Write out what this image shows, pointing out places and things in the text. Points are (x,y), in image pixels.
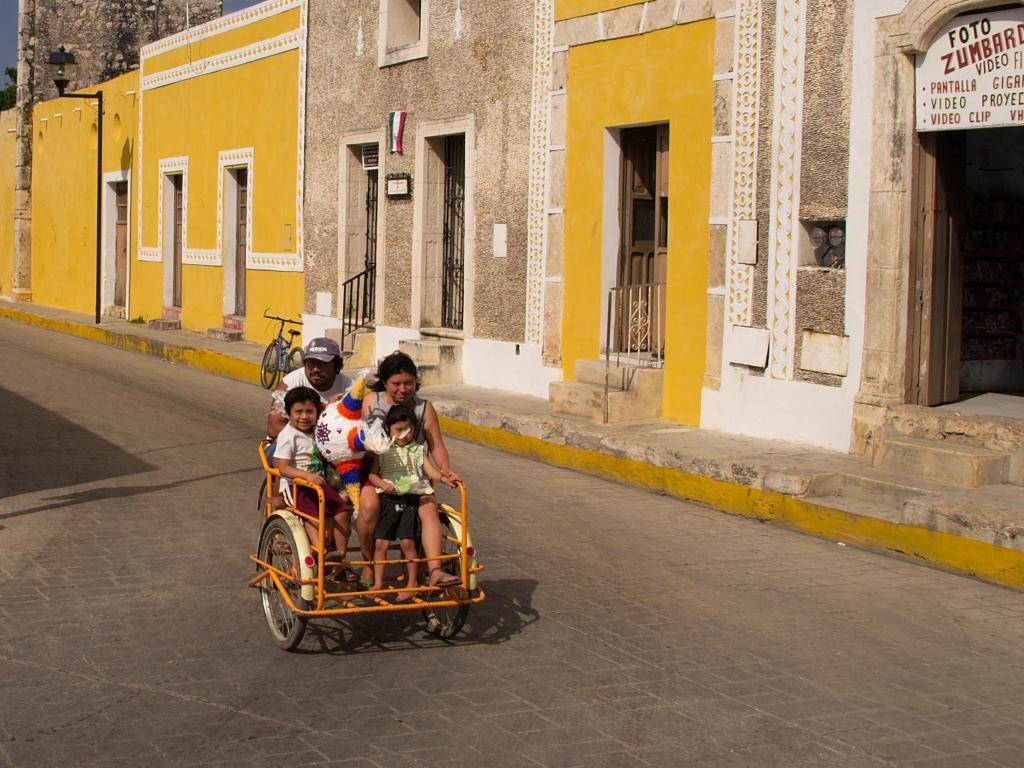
A woman (372,407) is sitting on the tricycle (426,558) with two children (394,471) and here a man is also sitting on this. In the right side (950,52) these are the houses (633,144). In the left side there is a street lamp (54,61) which is in black color.
